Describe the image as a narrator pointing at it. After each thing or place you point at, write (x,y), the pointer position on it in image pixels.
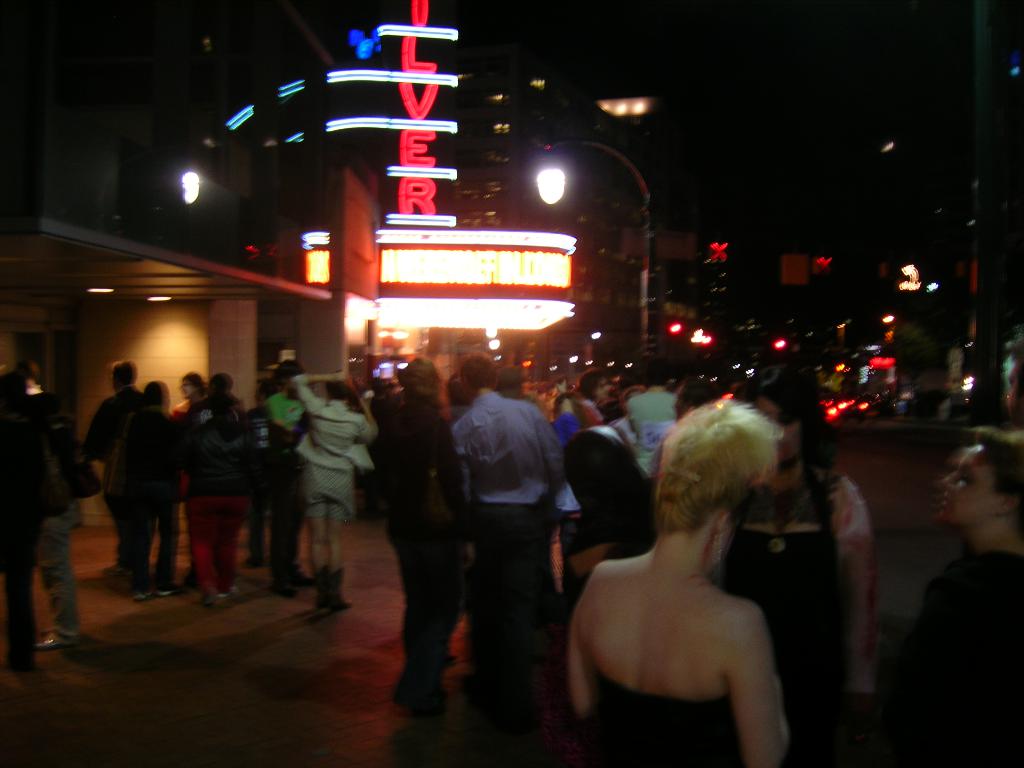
This image is taken outdoors. In this image the background (820,145) is dark and there are a few lights (547,185). There is a building (343,181). There are many rope lights (415,216) and there is a text (418,153). In the middle of the image (348,487) many people (213,469) are standing on the road (148,748). At the bottom of the image (153,751) there is a road (292,673).
